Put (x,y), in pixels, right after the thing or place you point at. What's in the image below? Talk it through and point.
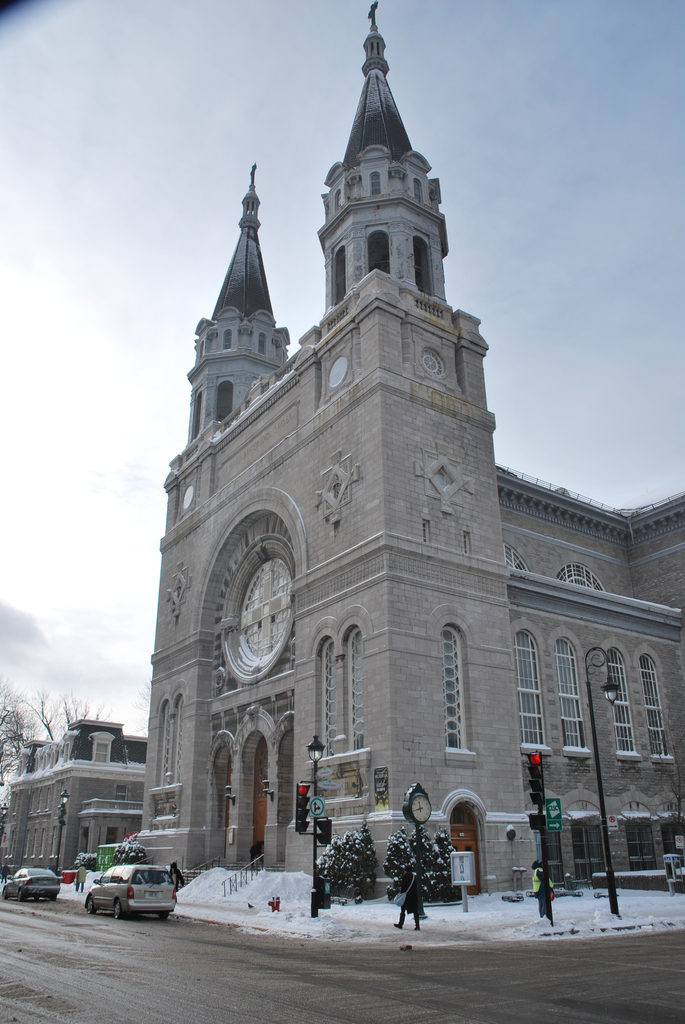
In this image we can see buildings (55,827), motor vehicles (136,889) on the road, person's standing on the ground (368,926), street poles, street lights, street clock (424,809), plants (321,861), trees (321,861) and sky (519,240) with clouds (21,194).
